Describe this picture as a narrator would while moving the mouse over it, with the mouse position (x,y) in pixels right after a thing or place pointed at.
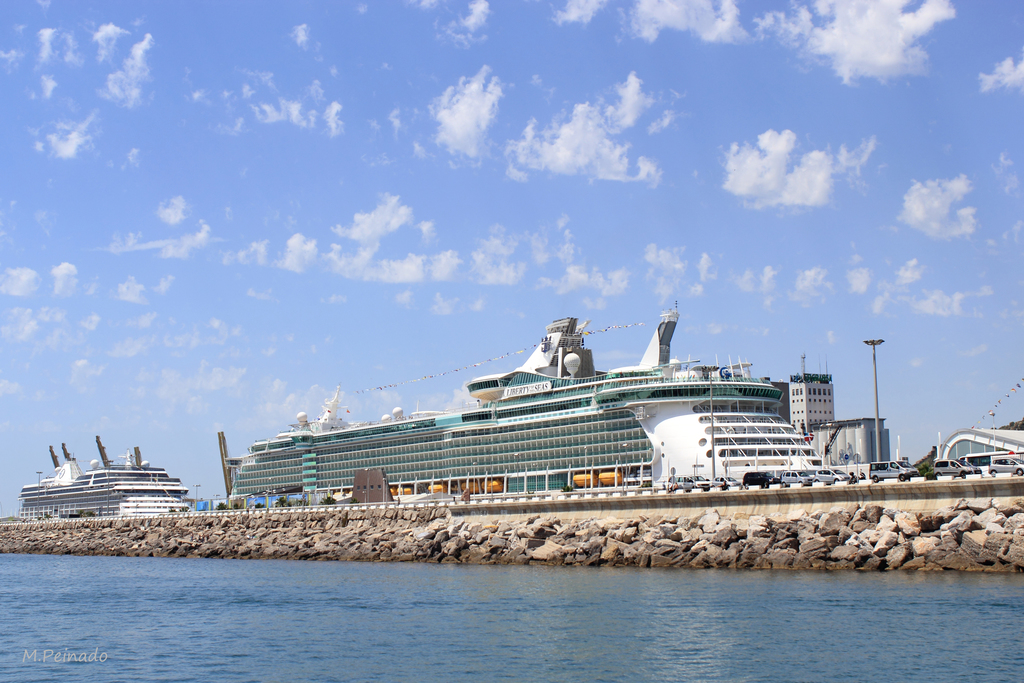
In this picture there is water (309,621) at the bottom side of the image (231,570) and there are cars (877,477) on the bridge (981,482) in the image and there are ships (722,472) in the center of the image (554,397) and there is a pole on the right side of the image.
